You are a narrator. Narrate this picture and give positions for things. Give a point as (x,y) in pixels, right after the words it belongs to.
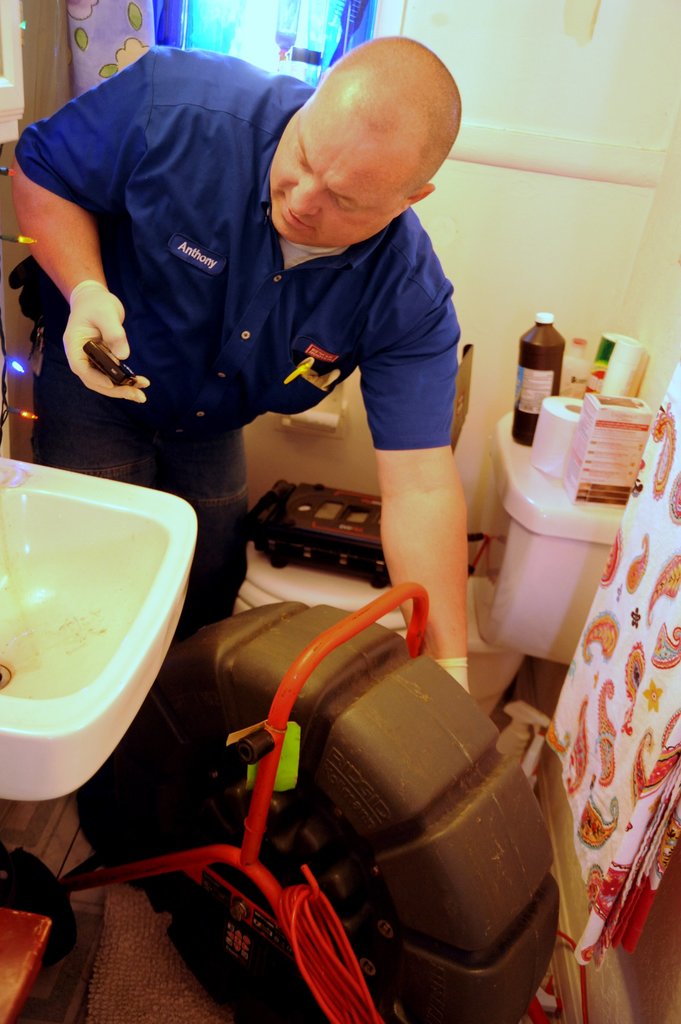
In this image a person (283,221) wearing a blue shirt (239,237) is holding a mobile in his hand (70,356). Before him there is a sink (144,637). There is an object (187,885) on the floor (69,985). Right side (657,787) there is a cloth (623,755). Beside there is a toilet seat (486,604) having flush tank (540,600). On top of it there is a bottle (534,406), paper roll (565,446) and few objects (604,465) are on it. On toilet seat (266,561) there is a device (294,546) on it. Behind the person (293,221) there is a curtain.
